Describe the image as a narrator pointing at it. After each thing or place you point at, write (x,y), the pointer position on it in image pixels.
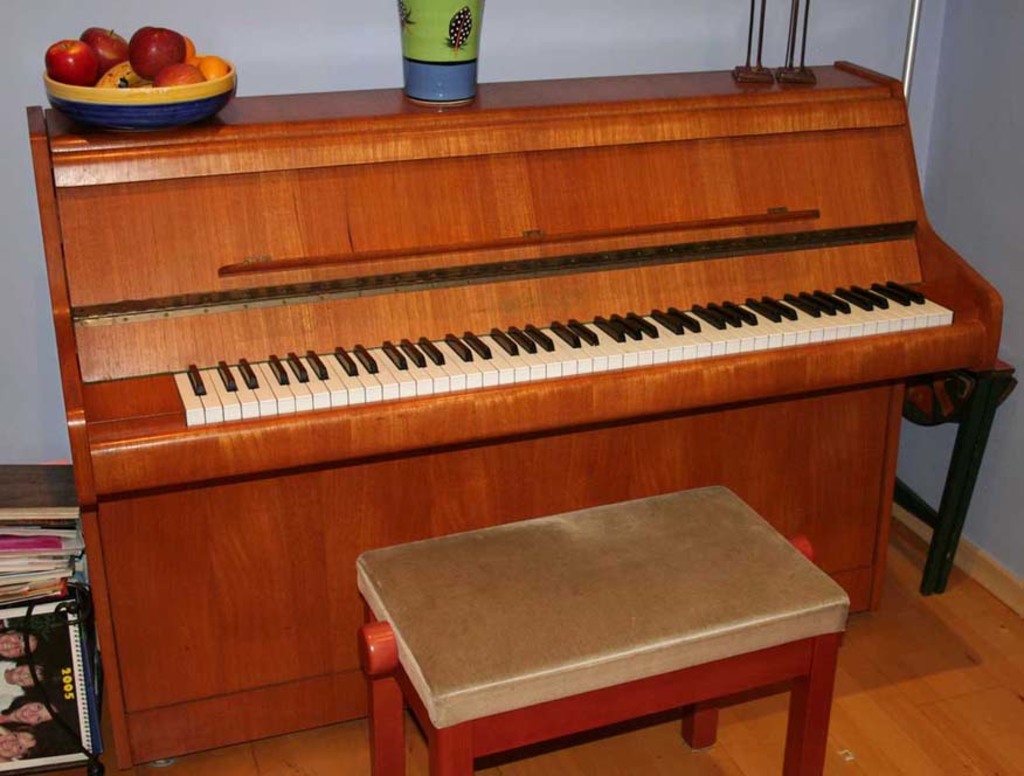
In this picture we observe a wooden piano (617,220) and a small chair (686,556) in front of it. On piano (518,446) we observe a basket (137,100) of fruits (159,52) and a beautifully designed vase (438,52).
